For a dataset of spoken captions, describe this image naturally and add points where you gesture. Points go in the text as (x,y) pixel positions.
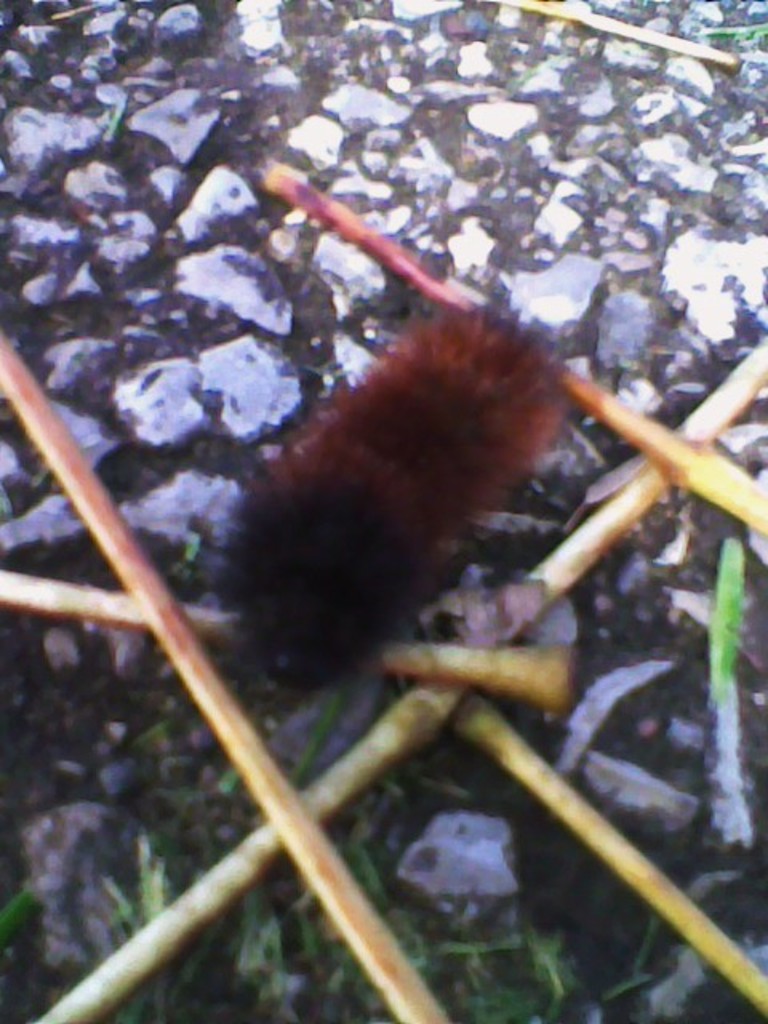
In this picture I can see insect (373,382) on the surface (373,308).
